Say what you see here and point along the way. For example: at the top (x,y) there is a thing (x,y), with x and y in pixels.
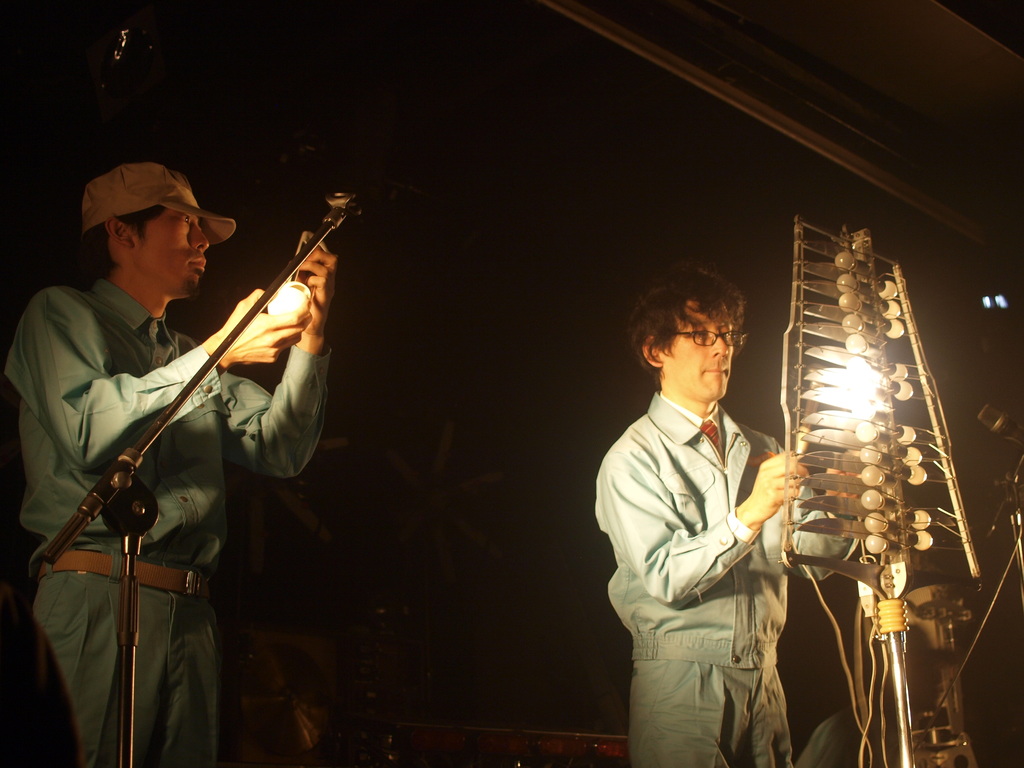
In the image we can see there are people (623,448) wearing the same clothes (78,548). The left side person (138,323) is wearing a cap (110,214) and holding an object (278,312) in hand (255,354) and right side person (714,442) is wearing spectacles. Here we can see lights (848,368), cable wires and the background (622,154) is dark.
